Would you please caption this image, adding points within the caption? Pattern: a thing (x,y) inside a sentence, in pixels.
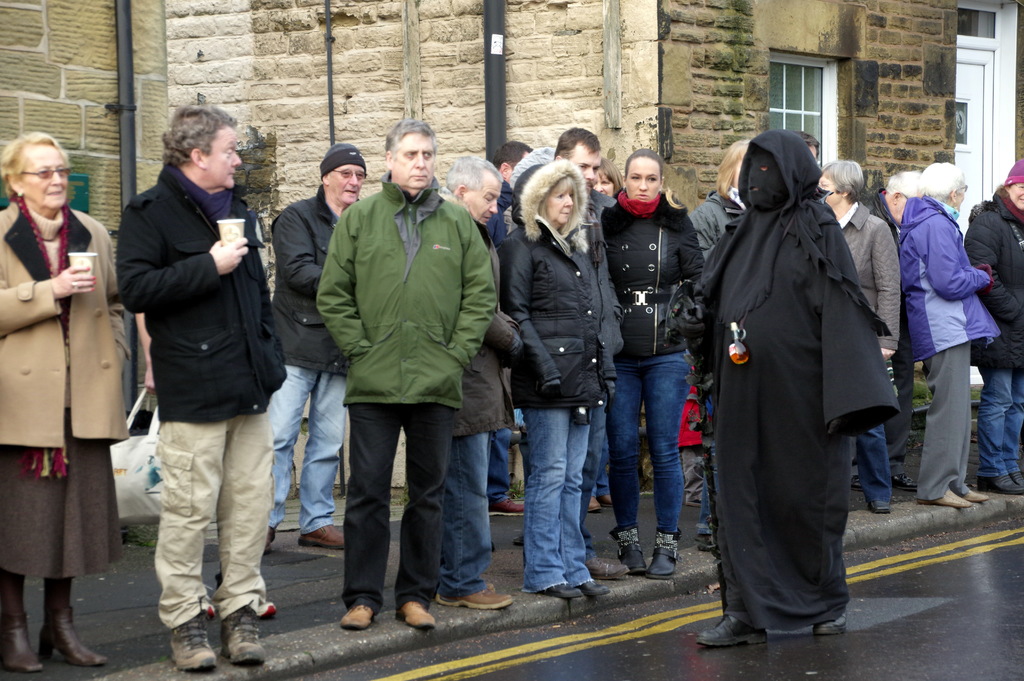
In this image we can see people (631,468) and there is a road (618,662). In the background (922,41) we can see a building (732,17), poles (493,2), window (822,142), and a door (968,179).
